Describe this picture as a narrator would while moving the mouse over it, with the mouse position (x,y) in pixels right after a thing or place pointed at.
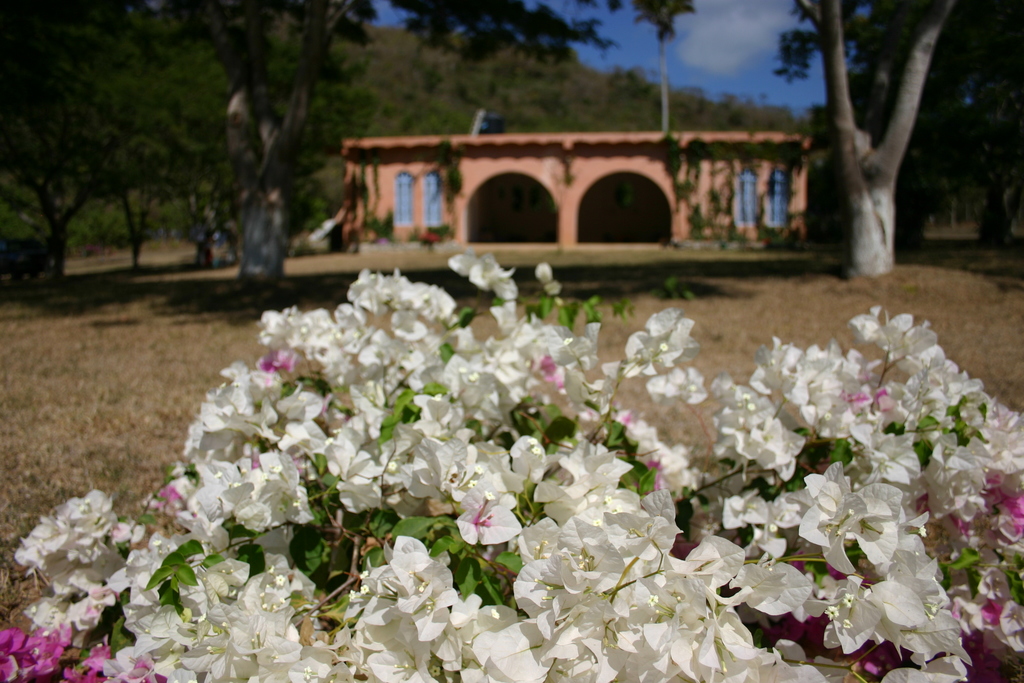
In the foreground of the image (423,484) we can see flowers (380,462) and leaves (325,468), in the background of the image (488,159) we can see a house (502,167) and trees (176,102).
